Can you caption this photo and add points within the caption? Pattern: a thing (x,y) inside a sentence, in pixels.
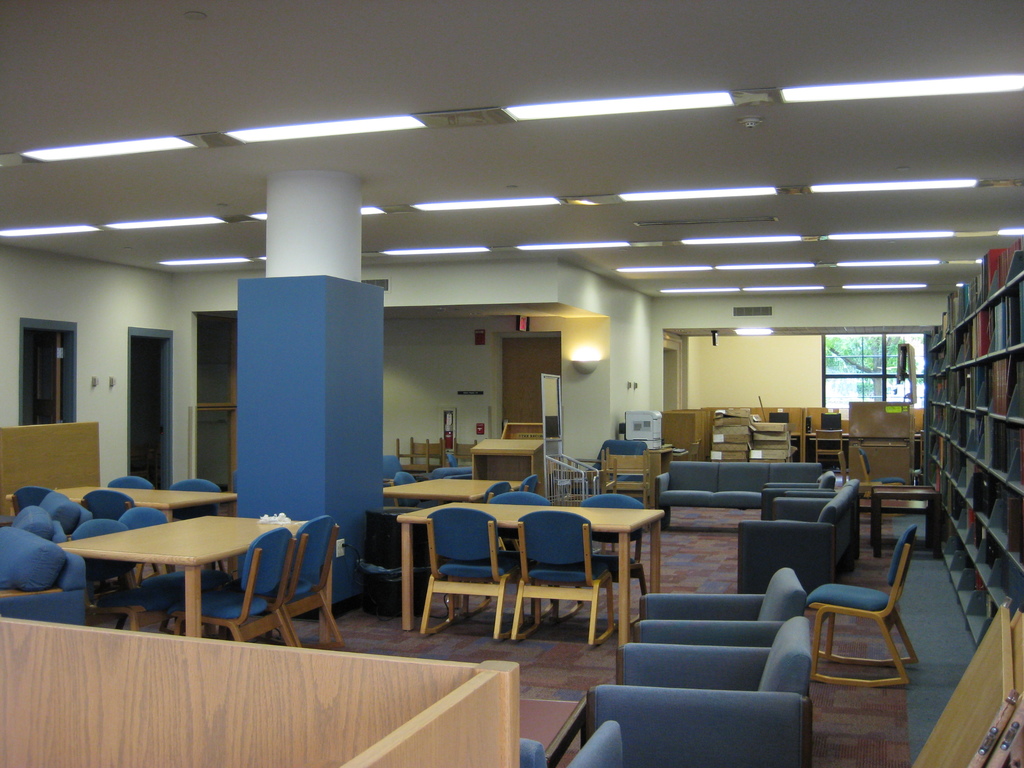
This is inside of the room (272,636) we can see tables (131,537), chairs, sofa (730,477) on the floor (573,679). We can see racks (983,417) with books (993,264). Afar we can see glass window (858,375) and wall (717,370), we can see light (595,351) on the wall (732,372). On the ceiling (866,38) we can see lights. middle of the picture (364,296) we can see pillar (277,415).
